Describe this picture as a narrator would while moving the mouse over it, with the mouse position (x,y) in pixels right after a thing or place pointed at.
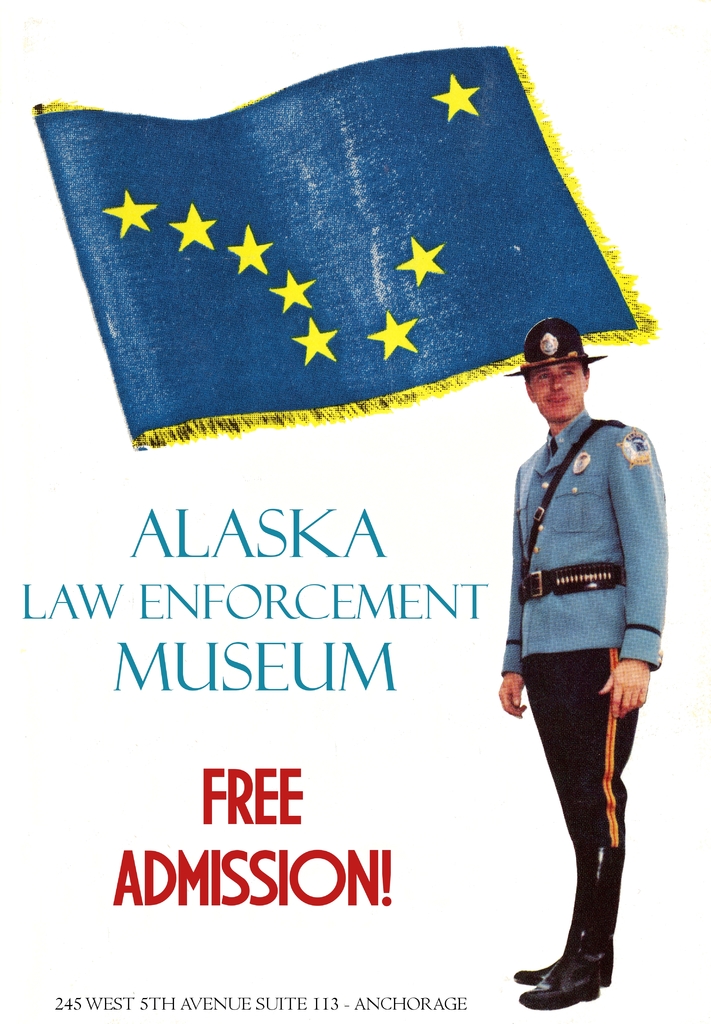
This picture shows a poster (456,401) here we see a man (548,460) standing with a cap (534,367) on his head (569,366) and we see a flag (531,146) and text (72,1008) on it.
